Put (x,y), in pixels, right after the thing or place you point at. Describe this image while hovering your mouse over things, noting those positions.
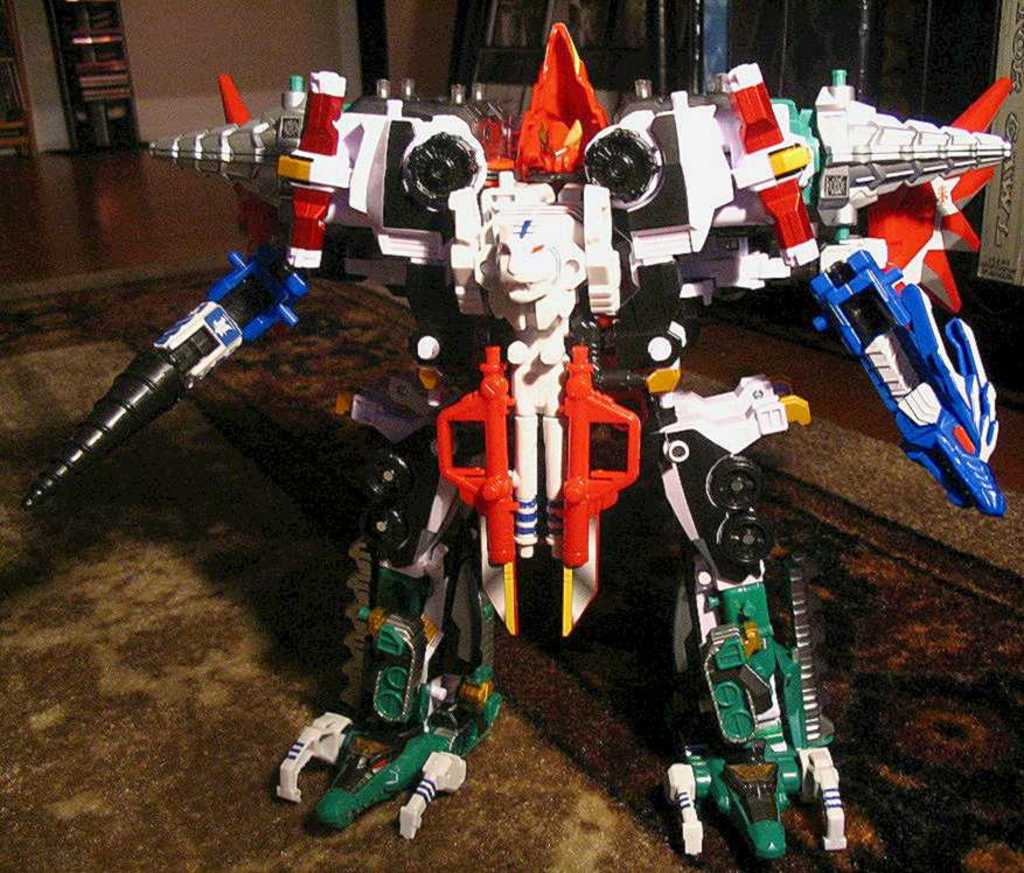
This image is taken indoors. At the bottom of the image (204,713) there is a floor (327,455). In the middle of the image (676,491) there is a toy robot (464,324). In the background (444,34) there are a few walls (247,30).
